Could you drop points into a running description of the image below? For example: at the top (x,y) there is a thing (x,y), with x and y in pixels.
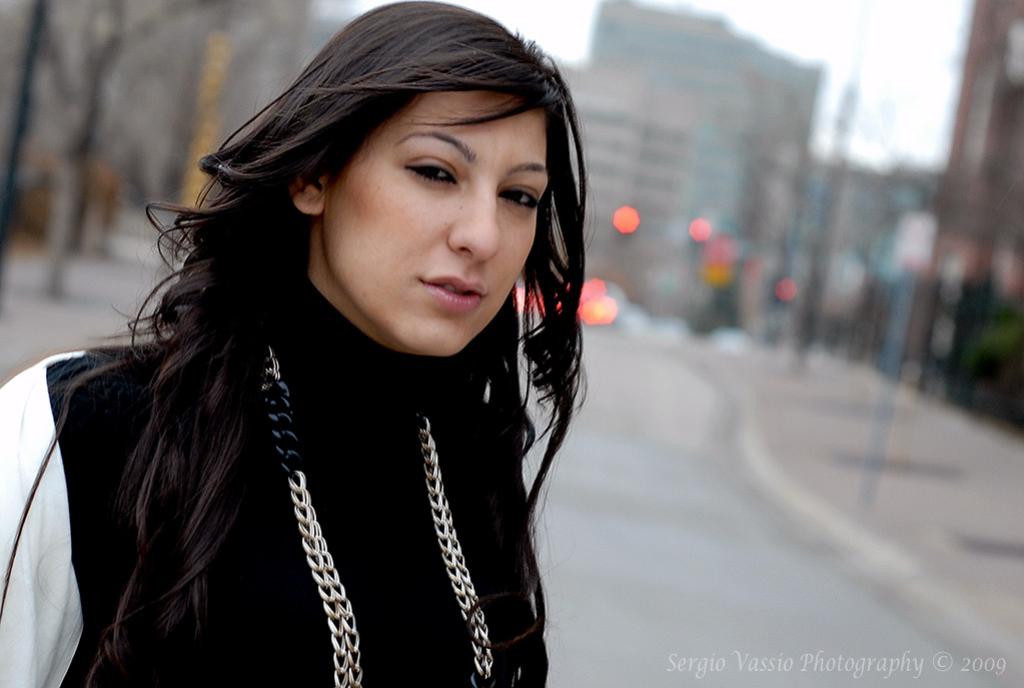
As we can see in the image, in the front (376,340) there is a women (333,490). She is wearing black color dress (413,527) and there is a road (691,473). In the background (699,303) there are buildings (728,148).
